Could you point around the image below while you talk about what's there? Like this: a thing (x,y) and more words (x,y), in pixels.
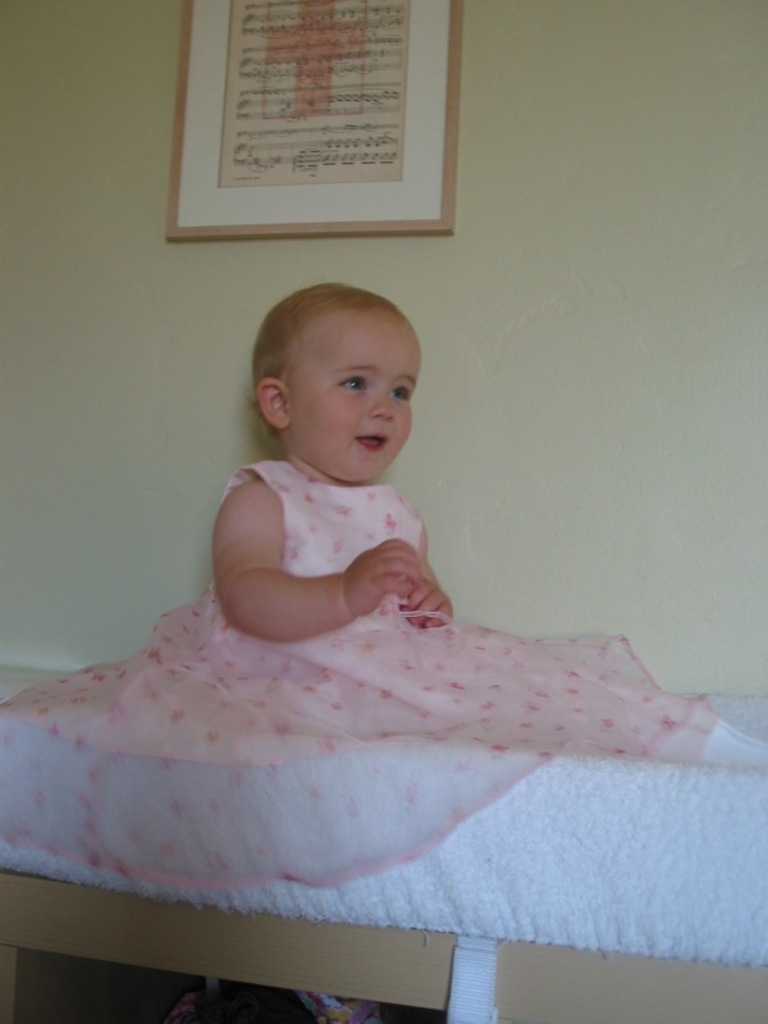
In this image there is a toddler (342,542) sitting on the bed (520,829), beside the bed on the wall (304,251) there is a photo frame (298,227), beneath the bed (123,912) there are some objects (365,1011).
